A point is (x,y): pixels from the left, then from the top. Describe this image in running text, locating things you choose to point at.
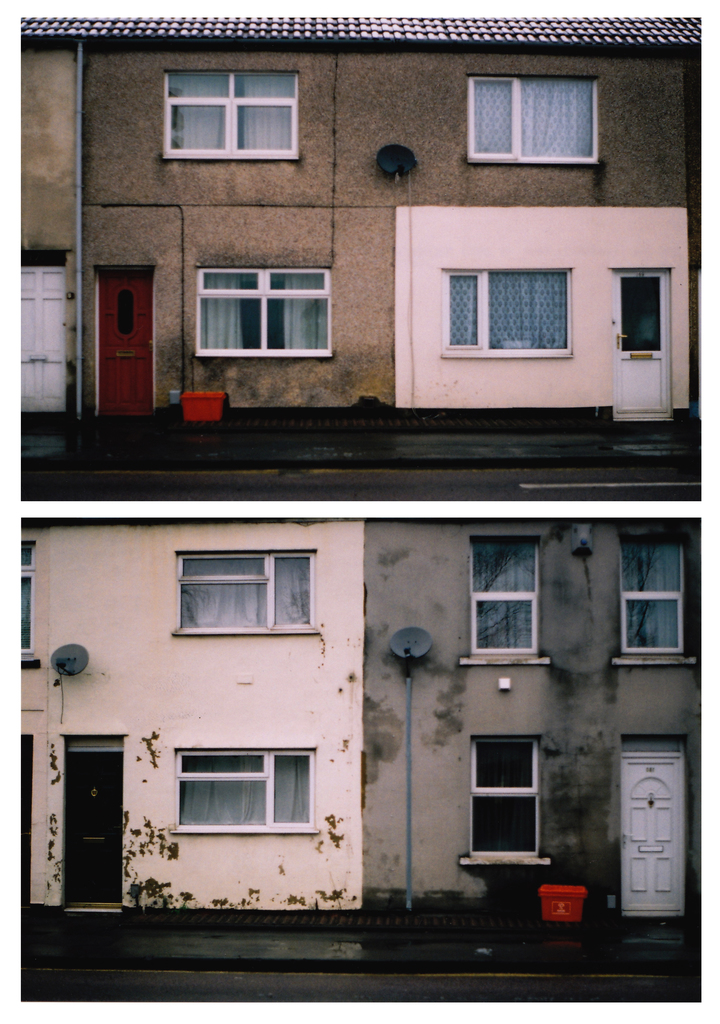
In this image, at the right side (493,712) bottom, there is a house (429,600), there are some white color glass windows (476,629) and there is a white color door (643,882), at the left side (105,607) bottom there is a house (201,660) and there are some windows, there is a black color door (95,879), at the left side (168,359) top there is a house (291,228) and there are some windows (282,138) and there is a red color door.
